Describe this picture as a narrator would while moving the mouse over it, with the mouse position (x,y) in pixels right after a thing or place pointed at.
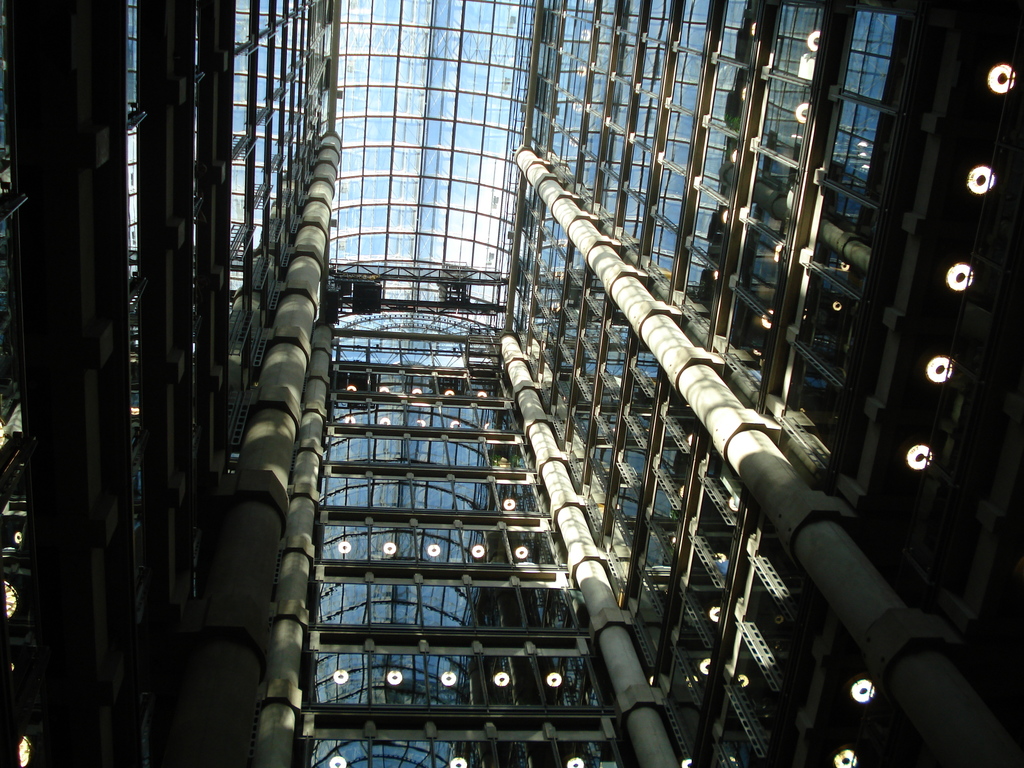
In this image I can see the inner part (347,383) of the building (345,529) and I can see few glass windows (453,552) and few lights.
